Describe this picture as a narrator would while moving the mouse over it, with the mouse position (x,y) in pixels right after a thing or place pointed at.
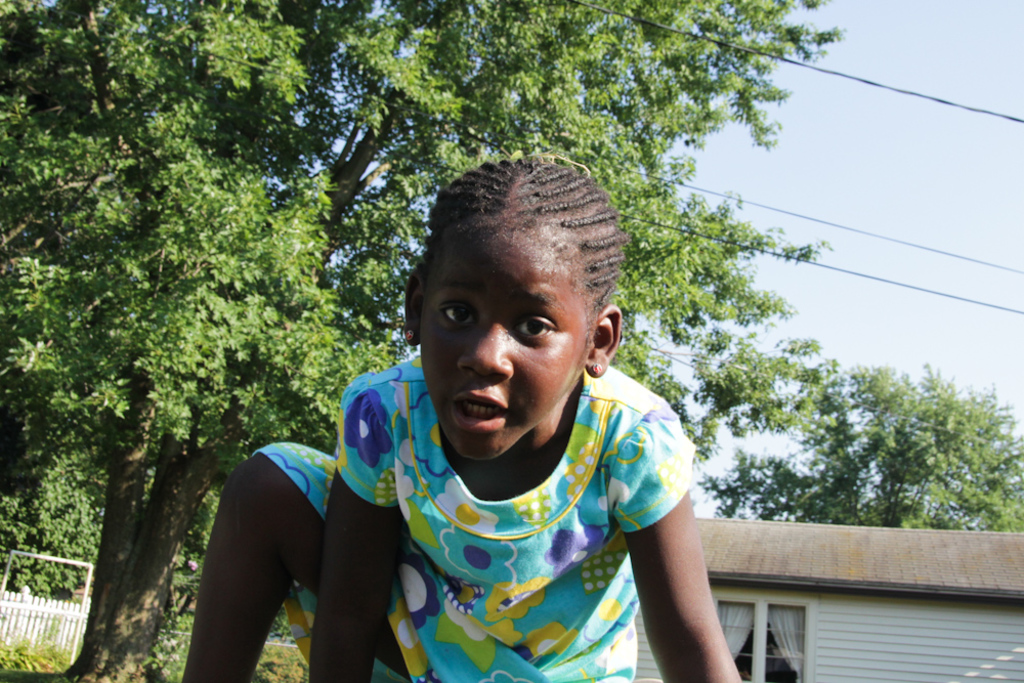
In this image we can see a girl (581,558) wearing multi color dress (446,531) and in the background of the image (172,407) there are some trees (128,583), fencing (24,632), house (865,558) and clear sky (861,251).
